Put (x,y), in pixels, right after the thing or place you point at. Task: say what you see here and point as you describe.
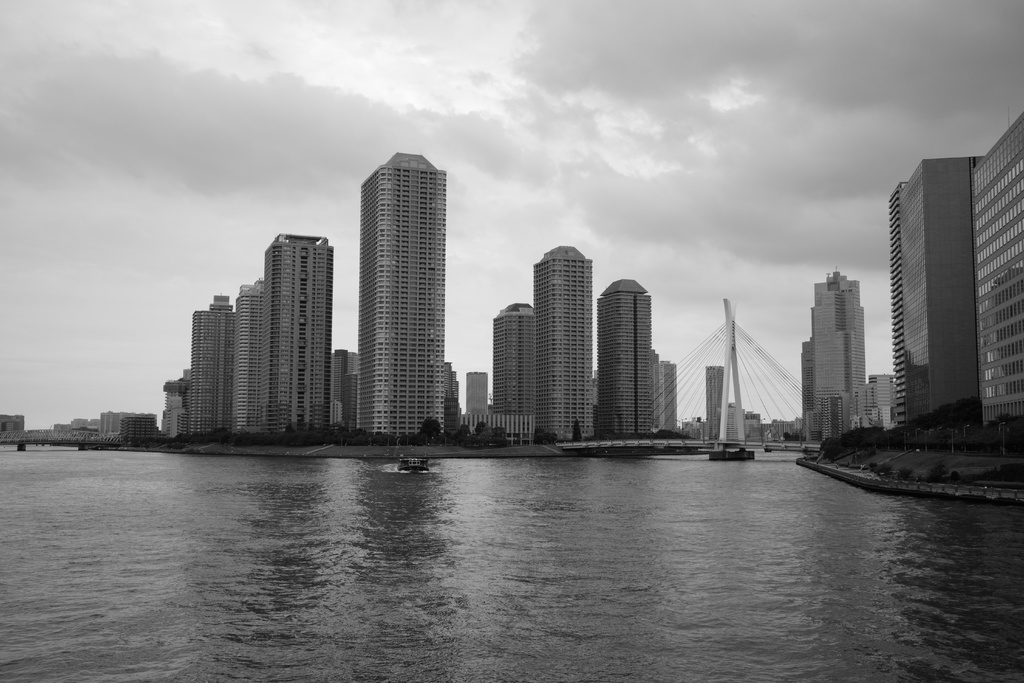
Here we can see a black and white picture, in this picture we can see a boat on the water (584,480), in the background (710,285) we can find few buildings (655,399), clouds (663,321) and a bridge (723,382).
